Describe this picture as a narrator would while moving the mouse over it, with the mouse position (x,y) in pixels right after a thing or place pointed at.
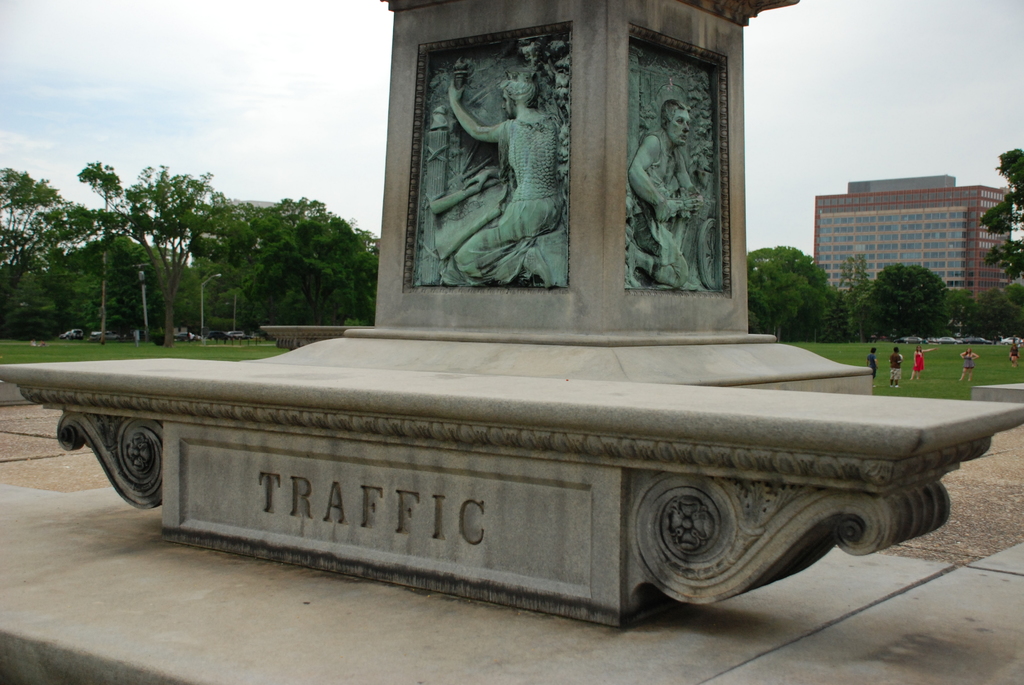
In this image I can see two statues (669,196). In the background (918,359), I can see some people (972,351). I can also see the trees (882,308) and a building (915,226). At the top (219,109) I can see the clouds (214,87) in the sky (191,94).
